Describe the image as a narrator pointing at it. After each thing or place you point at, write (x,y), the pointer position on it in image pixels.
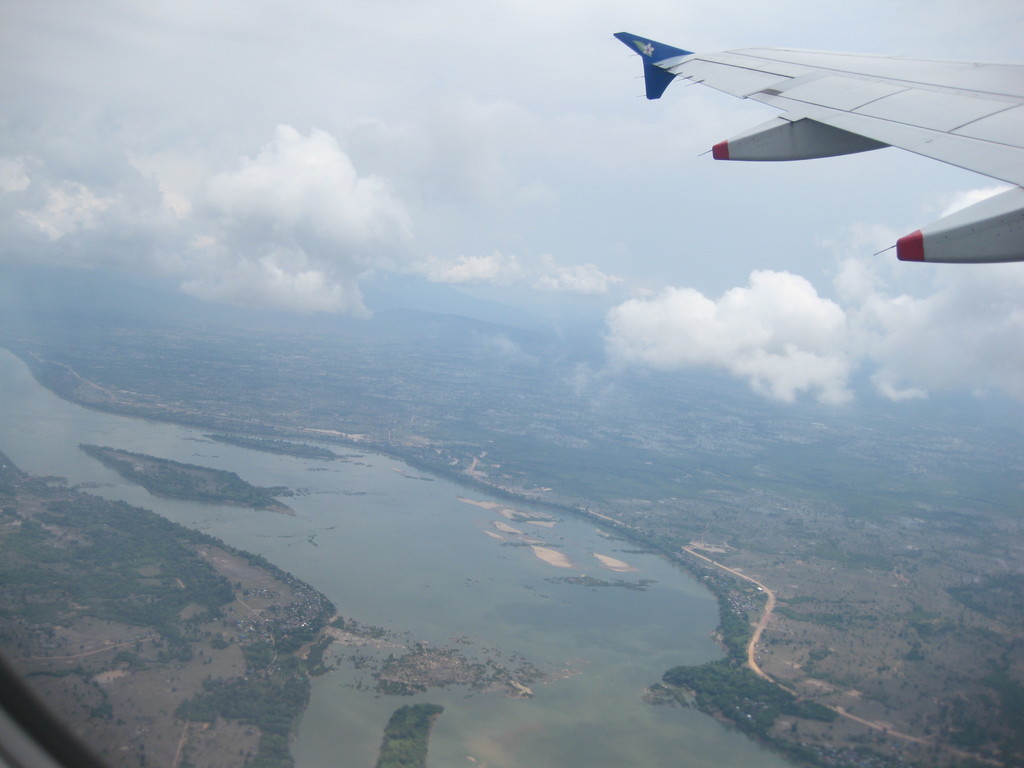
In this picture there is an aircraft (984,89) flying. At the top (230,212) there is sky (554,231) and there are clouds (168,221). At the bottom (994,653) there are trees (671,680) and there is land (974,743) and water (419,614).
